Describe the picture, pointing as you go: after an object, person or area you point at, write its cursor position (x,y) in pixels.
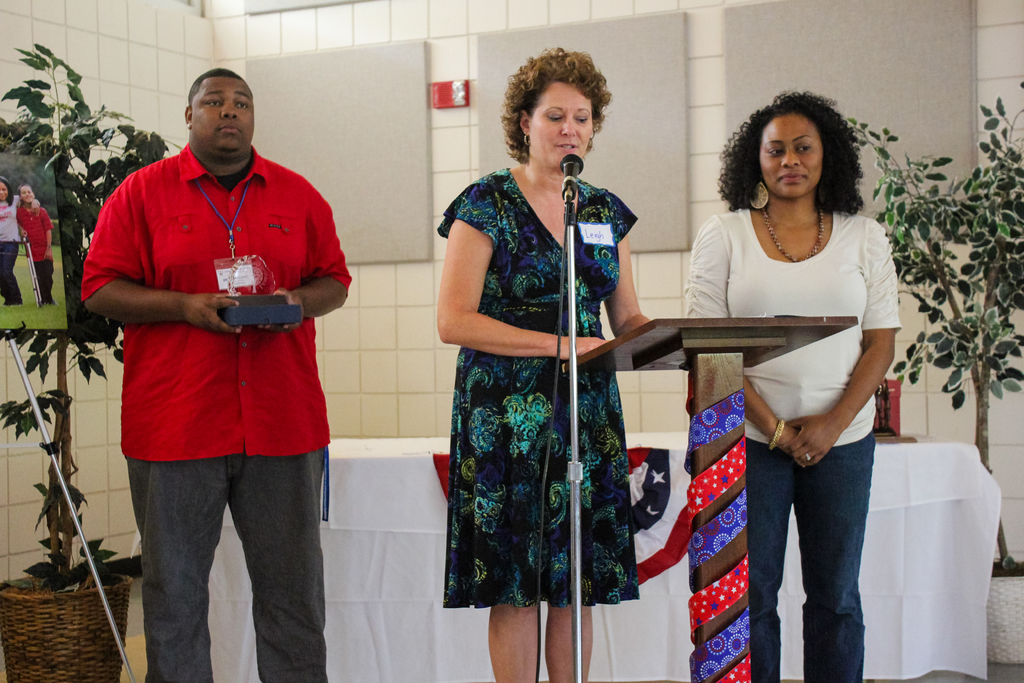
In this image I can see two women (541,372) and a man (270,399) are standing among them the man (254,352) is holding an object (253,309) in hands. Here I can see a microphone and a podium (694,441). In the background (976,182) I can see plants (1003,329), a wall (399,395) and a table (413,544). The table (477,624) is covered with white color cloth (915,466).
